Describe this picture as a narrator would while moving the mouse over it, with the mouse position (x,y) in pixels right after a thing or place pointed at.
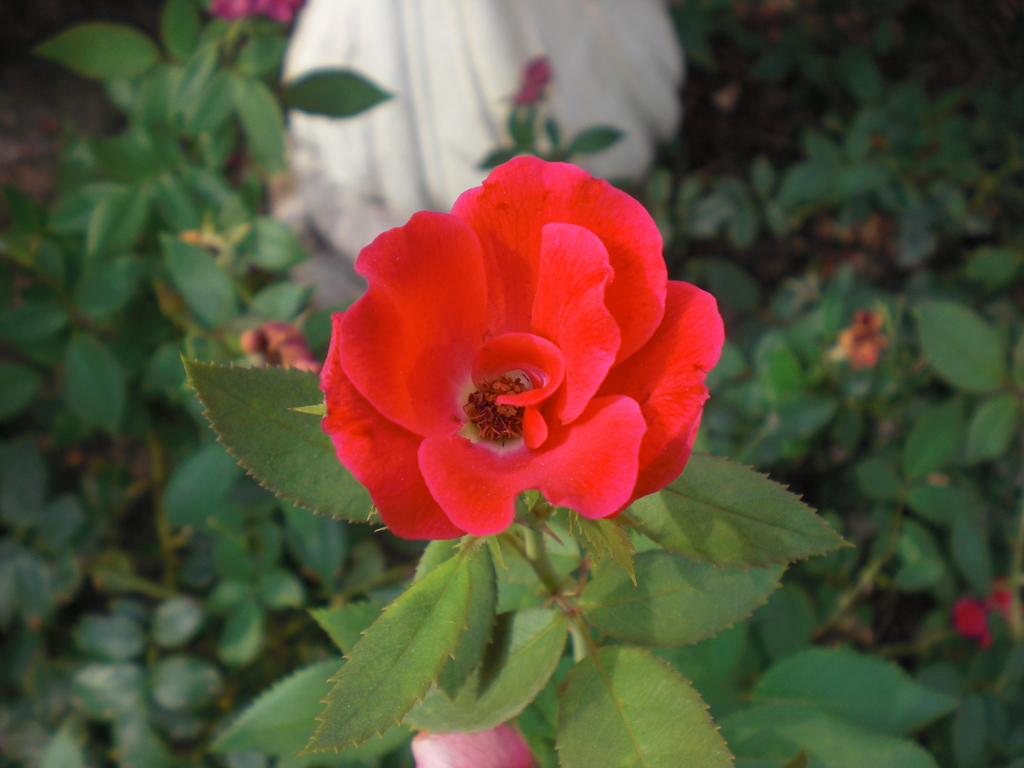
In this image in the front (600,387) there is flower (521,446) and there are leaves (499,568). In the background (798,274) there are plants (928,338) and there is an object (476,57) which is white in colour and there are flowers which are visible.
